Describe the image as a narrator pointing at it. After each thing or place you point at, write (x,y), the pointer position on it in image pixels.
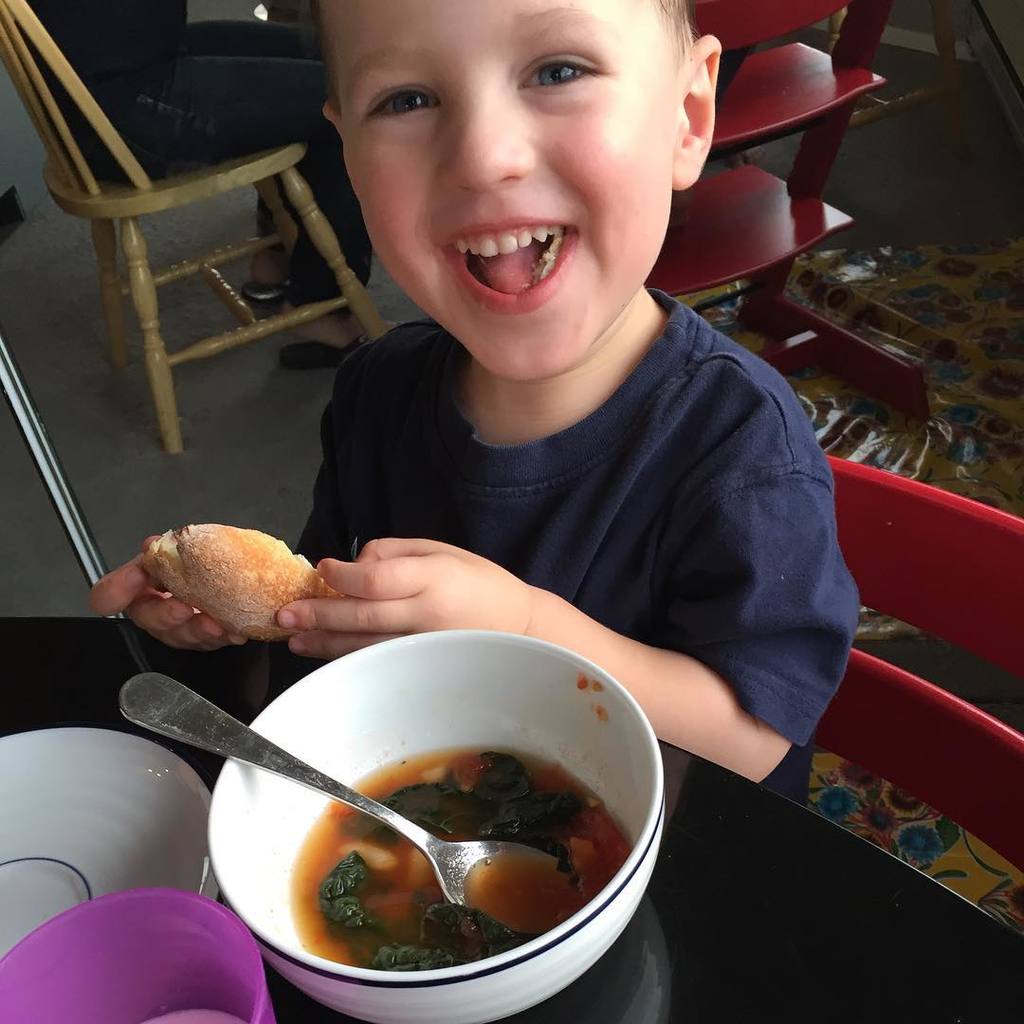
In the image there is a boy (778,553) sitting on chair (863,596) in front of a table (668,846). On table (654,910) we can see a bowl (633,861), spoon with some food (454,792), glass (251,975) on left side of the image (199,131) there is a person (152,156) sitting on chair (140,185).
